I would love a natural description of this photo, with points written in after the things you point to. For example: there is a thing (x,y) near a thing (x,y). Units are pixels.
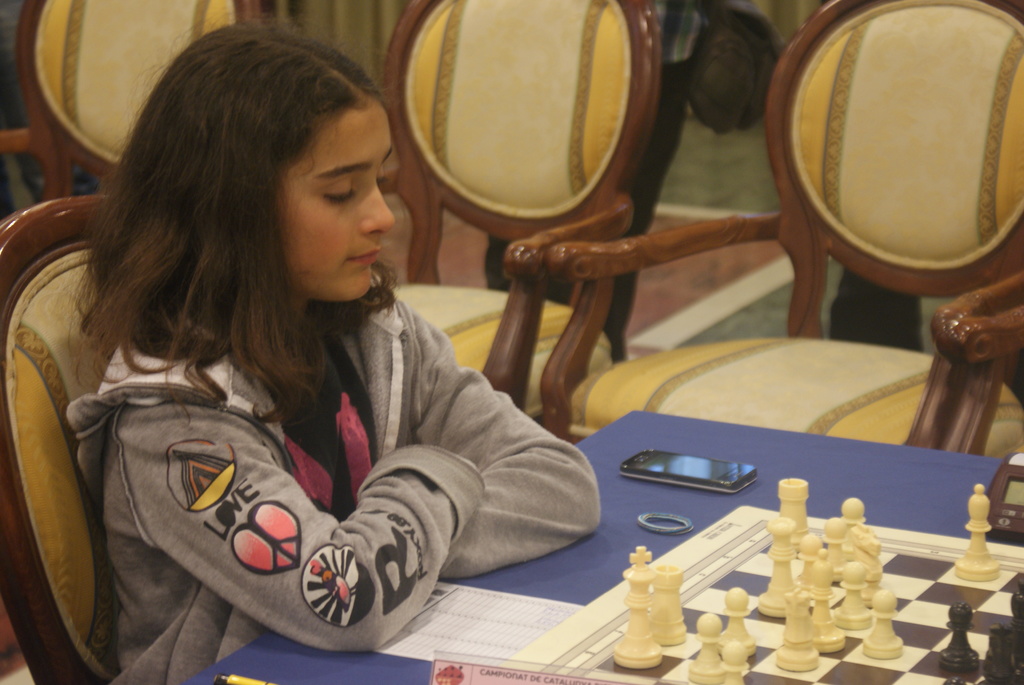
In the picture we can see a girl (539,426), sitting on a chair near the table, on the table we can see a chess board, mobile phone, and a paper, she is wearing a grey color jacket (503,432) just beside her there are three chairs (551,118).
